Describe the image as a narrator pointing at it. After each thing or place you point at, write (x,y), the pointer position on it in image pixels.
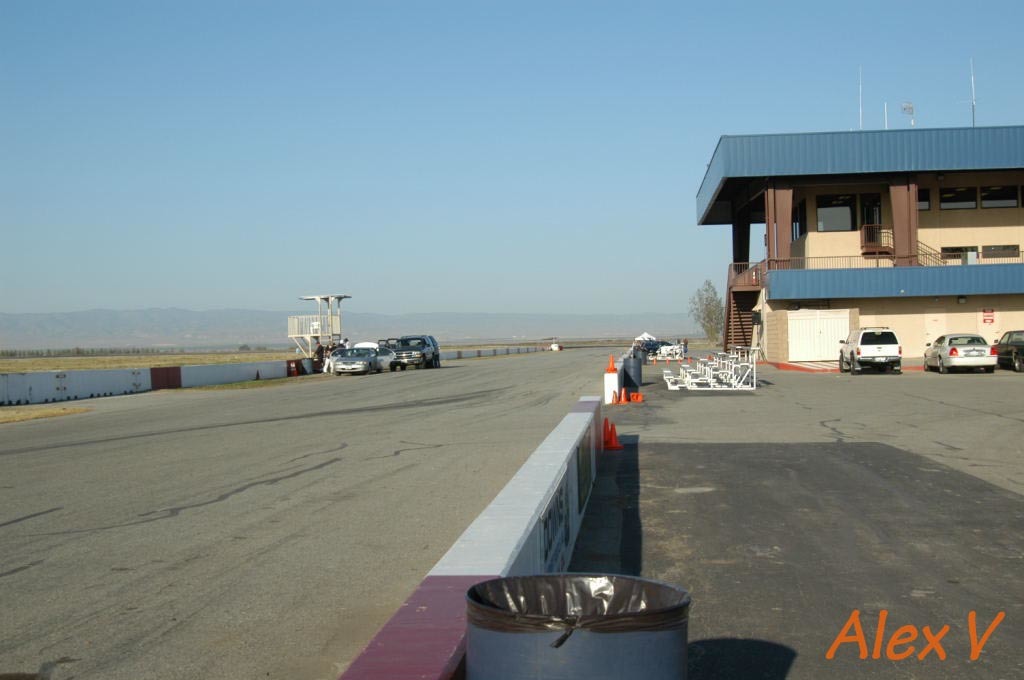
In the image there is a wide area (340,427) and there are some vehicles (873,364) parked in that area (900,377), on the right side (848,328) there is a building (760,213) and in the background (716,301) there is a tree (720,331).
